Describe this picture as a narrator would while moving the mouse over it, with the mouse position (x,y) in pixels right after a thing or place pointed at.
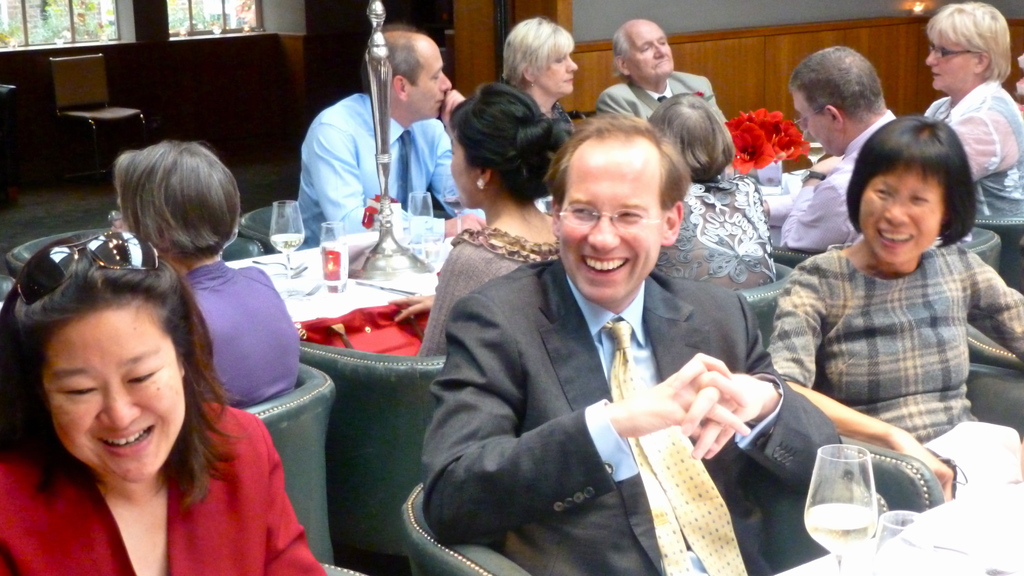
In this picture there are group of people (761,198) sitting with a table (1003,485) in front them with some water and wine glasses (335,247) served on it, there is a knife (387,291), fork (315,290) and spoons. In the backdrop (58,28) there are windows (176,28).
